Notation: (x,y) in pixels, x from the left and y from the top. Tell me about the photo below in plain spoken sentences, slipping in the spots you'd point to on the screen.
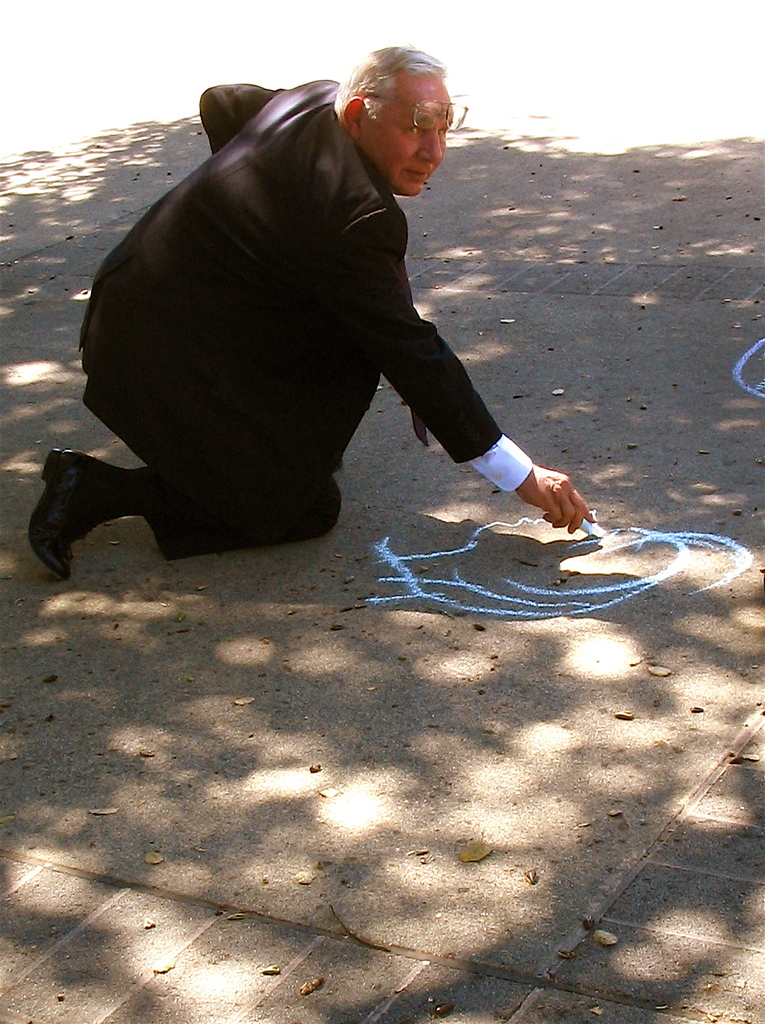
In this image, we can see a person (347,205) wearing glasses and a coat (292,347) and holding an object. At the bottom (437,747), there is rangoli (423,589) on the road (167,916).
